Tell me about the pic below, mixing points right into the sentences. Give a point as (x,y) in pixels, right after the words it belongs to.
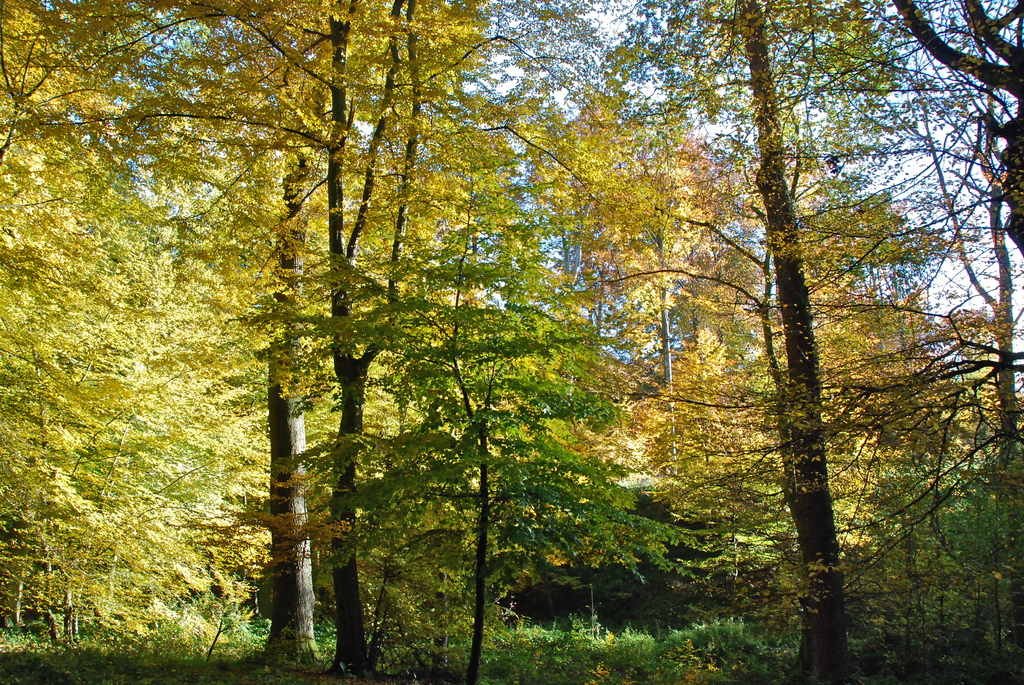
In the image there are many trees (481,350) all over the land (131,669).
